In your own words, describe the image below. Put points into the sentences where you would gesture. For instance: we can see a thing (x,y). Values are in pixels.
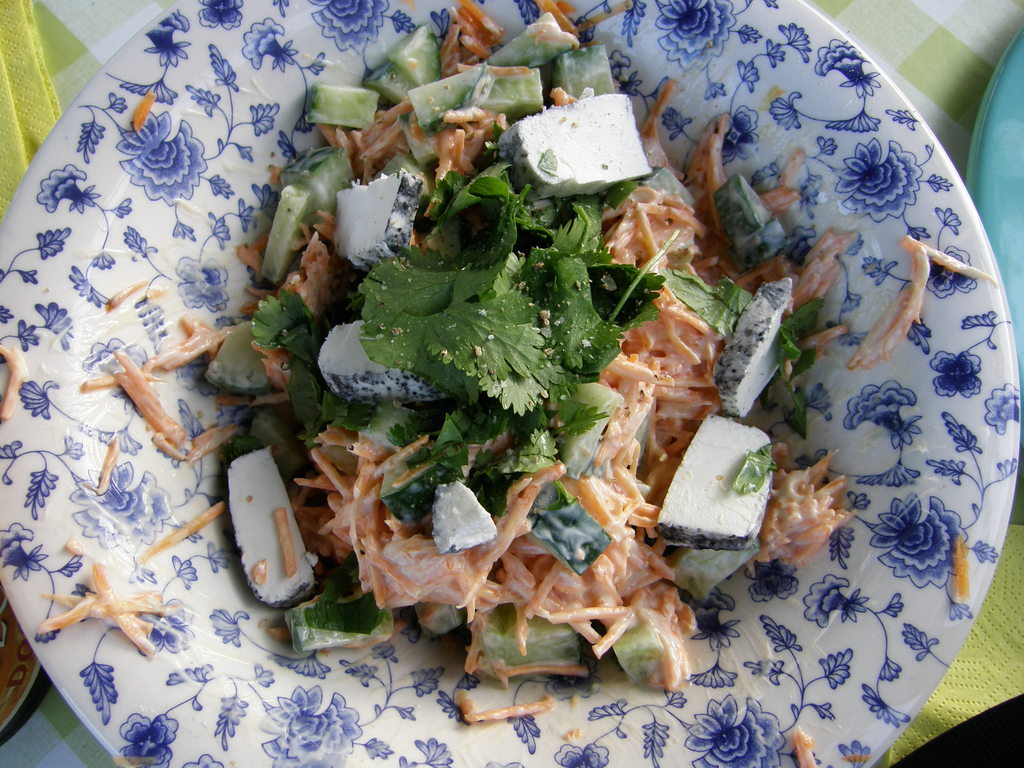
In this picture I can see the coriander (526,268), carrot (614,635) and other vegetables pieces (587,456) on a white plate (885,460). Beside that I can see the blue plate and cloth (925,66) which is kept on the table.
